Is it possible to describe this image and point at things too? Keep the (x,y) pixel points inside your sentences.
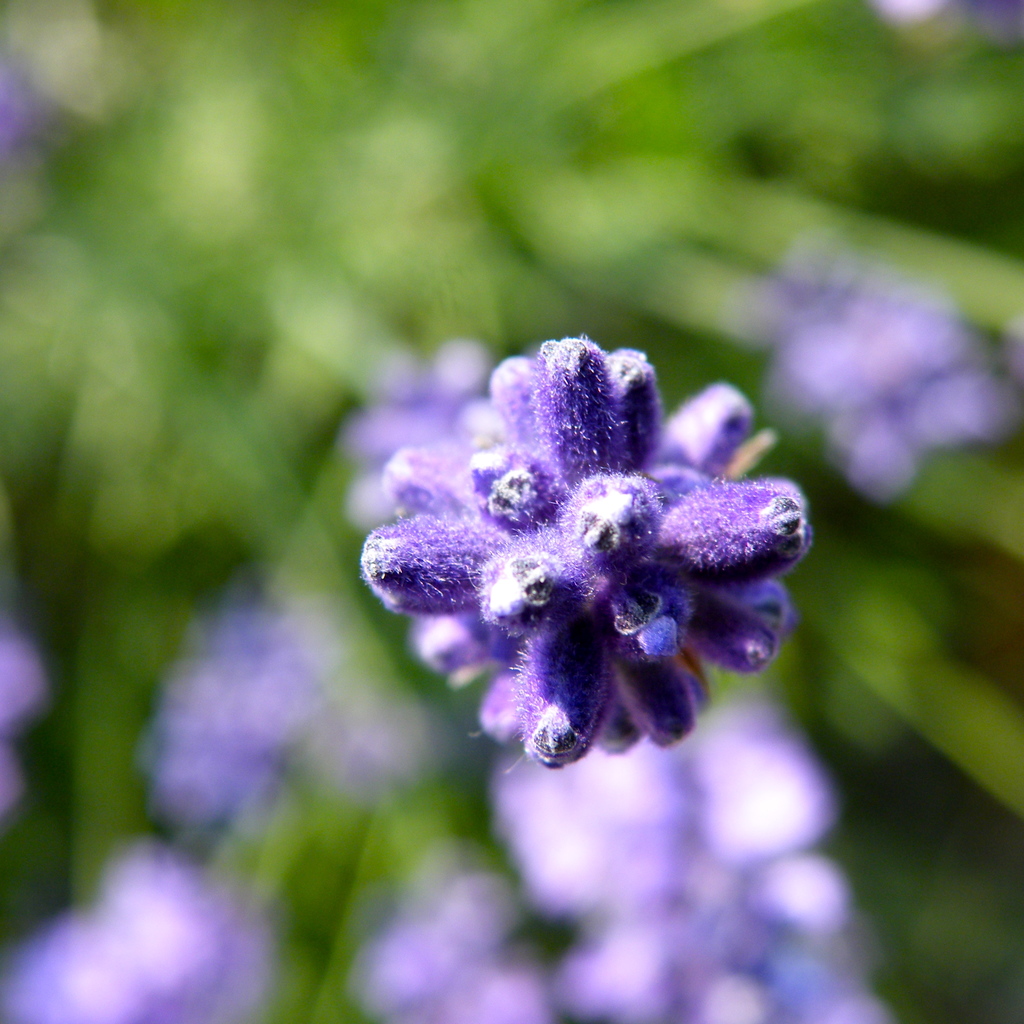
In the image we can see flowers (645,512), purple in color and the background (253,294) is blurred.
